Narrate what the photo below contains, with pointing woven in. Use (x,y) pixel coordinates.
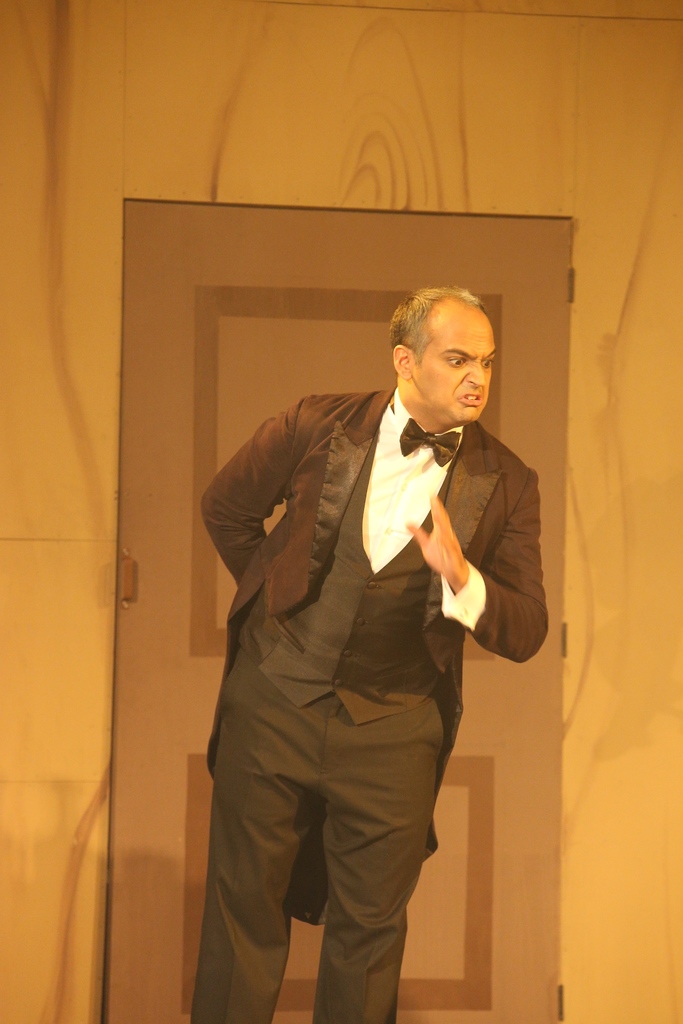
In this picture, there is a man (408,687) in the center (330,560). He is wearing a blazer (337,430), trousers (416,721) and a bow tie (403,444). Behind him, there is a wall (594,382) with a door (245,376).
